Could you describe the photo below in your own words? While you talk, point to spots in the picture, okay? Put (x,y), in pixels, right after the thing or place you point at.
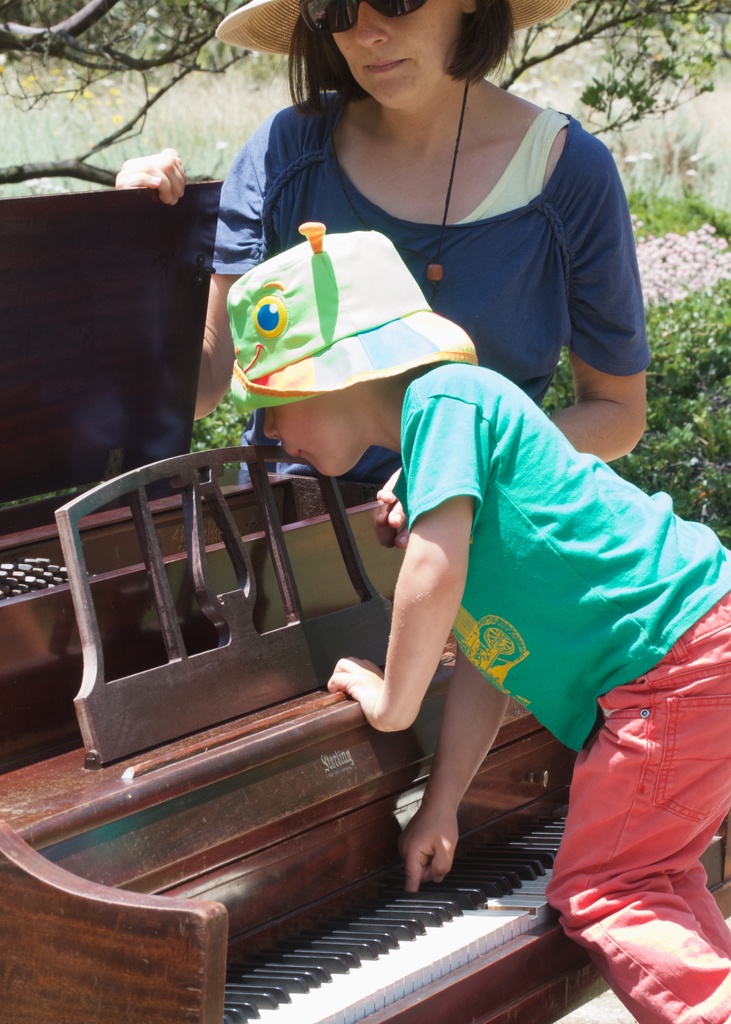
in the picture there is a child (440,353) and a woman (479,237), the child (360,306) is playing piano (468,834) and woman (443,181) is standing near by the piano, there is trees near by them.
